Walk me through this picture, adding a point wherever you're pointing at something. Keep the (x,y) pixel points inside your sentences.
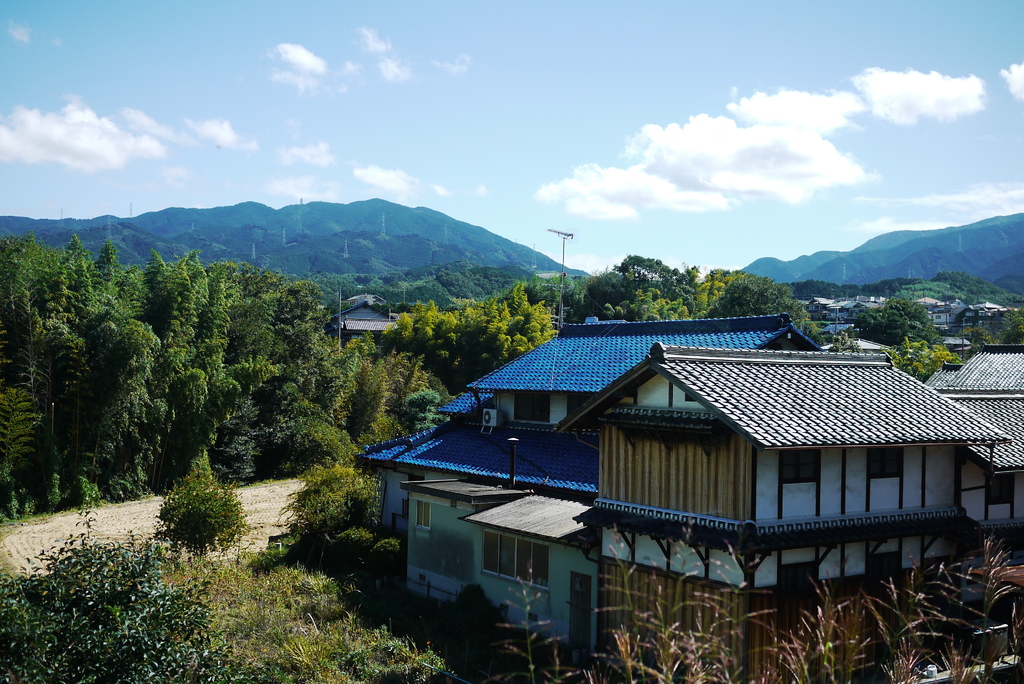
In the picture we can see a house building (526,443) with windows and glasses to it and around the house (945,444) we can see plants (63,592) and trees (3,300) and in the background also we can see trees (491,283), hills (365,252), poles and sky (70,115) with clouds (1022,82).
